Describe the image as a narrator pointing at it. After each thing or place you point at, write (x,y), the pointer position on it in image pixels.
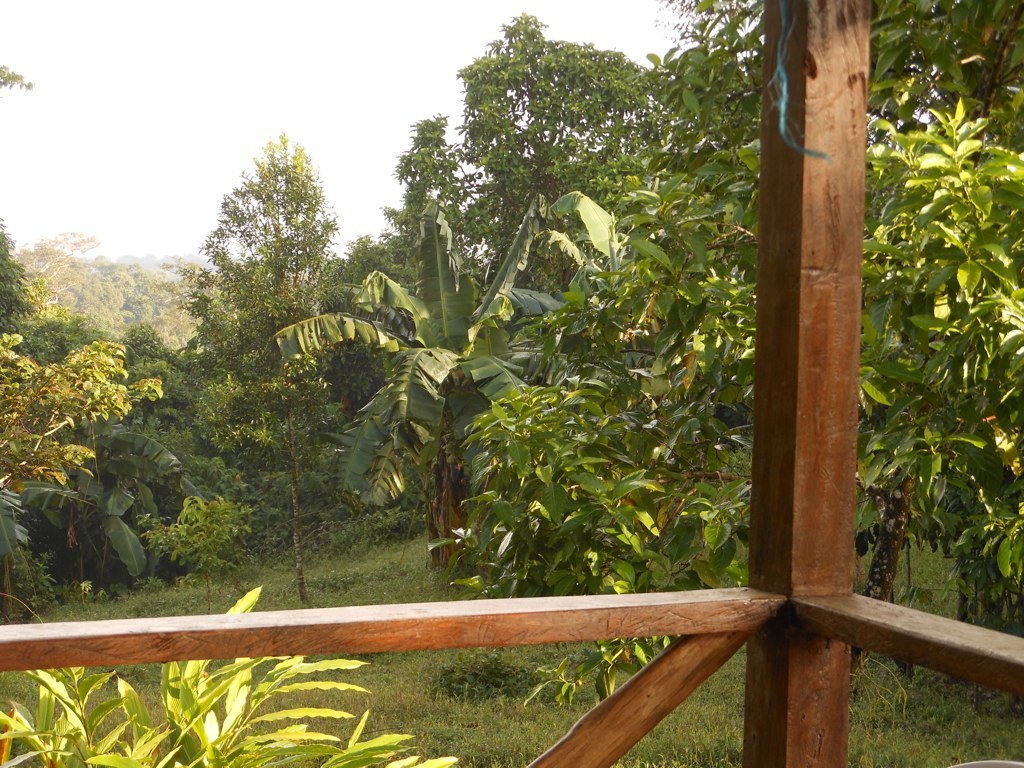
At the bottom of the image (30,659) we can see fencing (19,649). Behind the fencing (10,639) we can see some trees (306,224) and grass (673,767). At the top of the image (659,39) we can see the sky (177,16).
